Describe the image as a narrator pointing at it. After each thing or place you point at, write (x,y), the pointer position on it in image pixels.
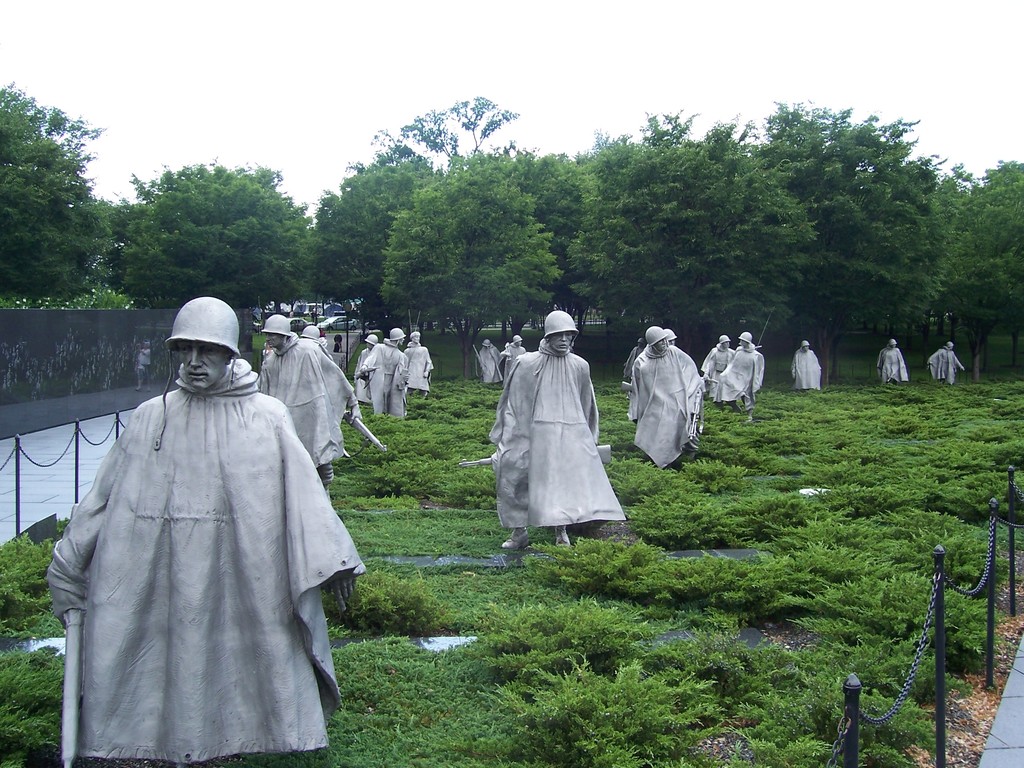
In this image there are statues (288,464) and we can see fence (1014,570). In the background (19,330) there is a wall (54,356), trees (371,297), cars (329,324), walkway (33,451) and sky (277,70).
